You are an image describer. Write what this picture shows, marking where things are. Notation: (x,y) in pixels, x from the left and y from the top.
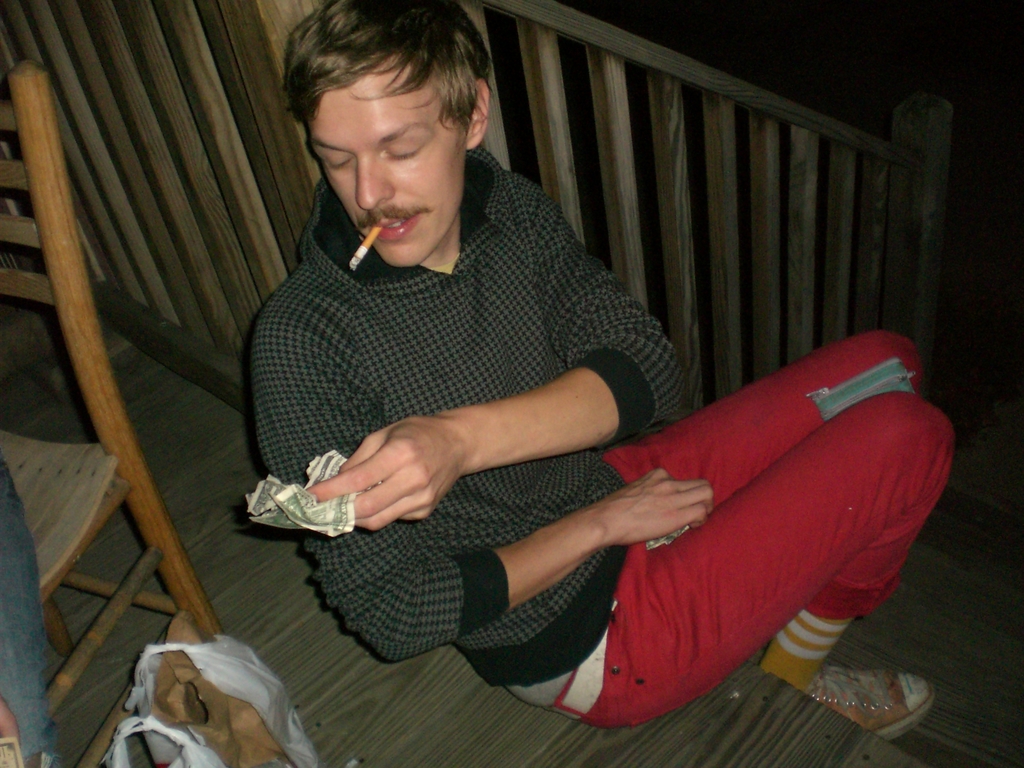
In this picture I can see a man (628,393) sitting on the stairs (447,687) and holding the currency notes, there is a bag (136,724), chair (40,553) and an object (12,759).
